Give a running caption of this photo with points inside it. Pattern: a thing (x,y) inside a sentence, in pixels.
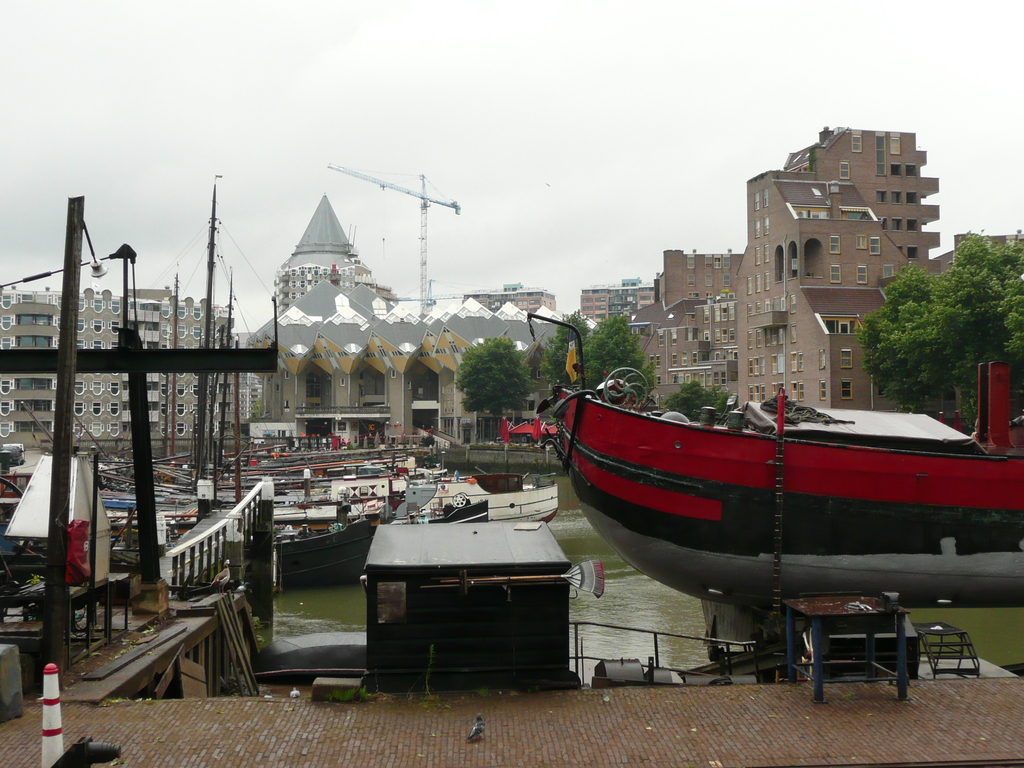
In this picture we can see boats (286,538) on the water (570,533), fences (183,544), platform (396,721), table (813,649), trees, crane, buildings (521,300) with windows (296,346), some objects (20,594) and in the background (568,107) we can see the sky (508,116).
